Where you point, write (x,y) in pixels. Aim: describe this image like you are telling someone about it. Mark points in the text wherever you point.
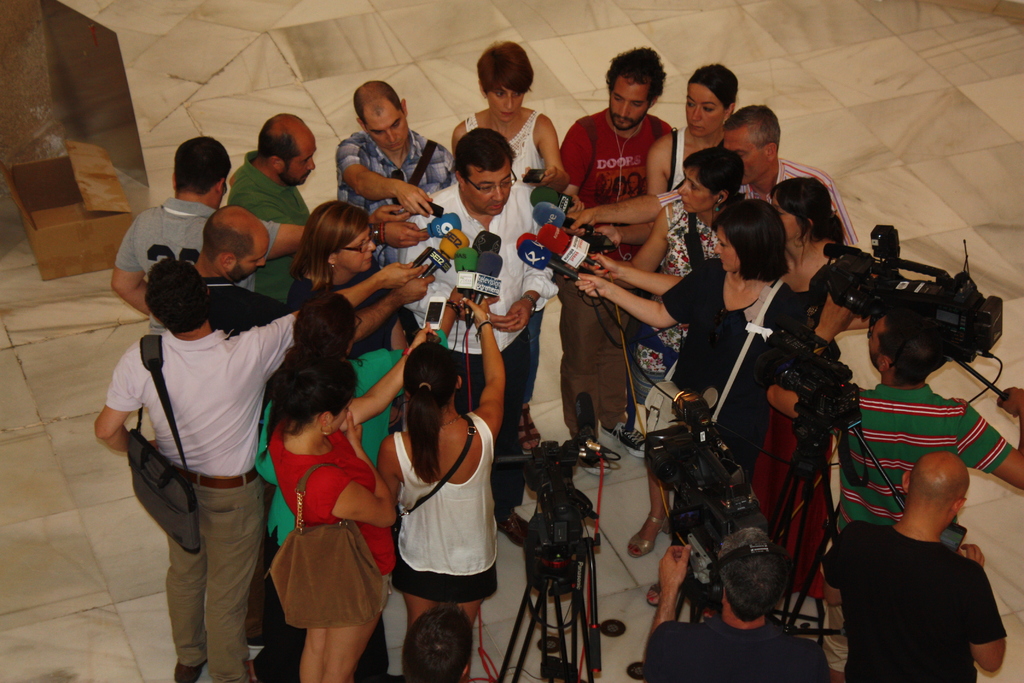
In the foreground of this image (508,292), there is a man (513,269) in the middle (466,234) around which there are people (712,198) standing and holding mics (566,241). At the bottom (728,608), there are few men (918,568) standing and also we can see cameras (553,486) to the stand (577,610) on the floor (72,585).
